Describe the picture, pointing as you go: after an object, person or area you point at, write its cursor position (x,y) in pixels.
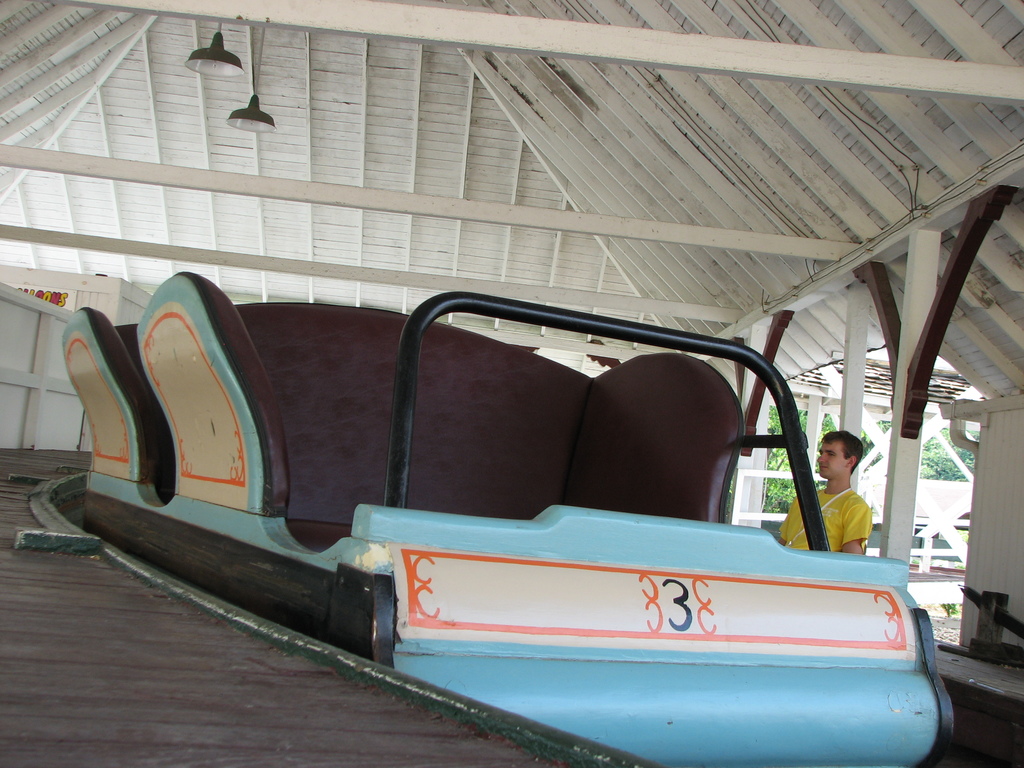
In this image we can see a ride vehicle (485,490), path (189,631) and also a person (826,466) on the right (860,533). We can also see the lights (253,107) and also the wooden roof (646,143) for shelter. We can see the trees (963,453).
